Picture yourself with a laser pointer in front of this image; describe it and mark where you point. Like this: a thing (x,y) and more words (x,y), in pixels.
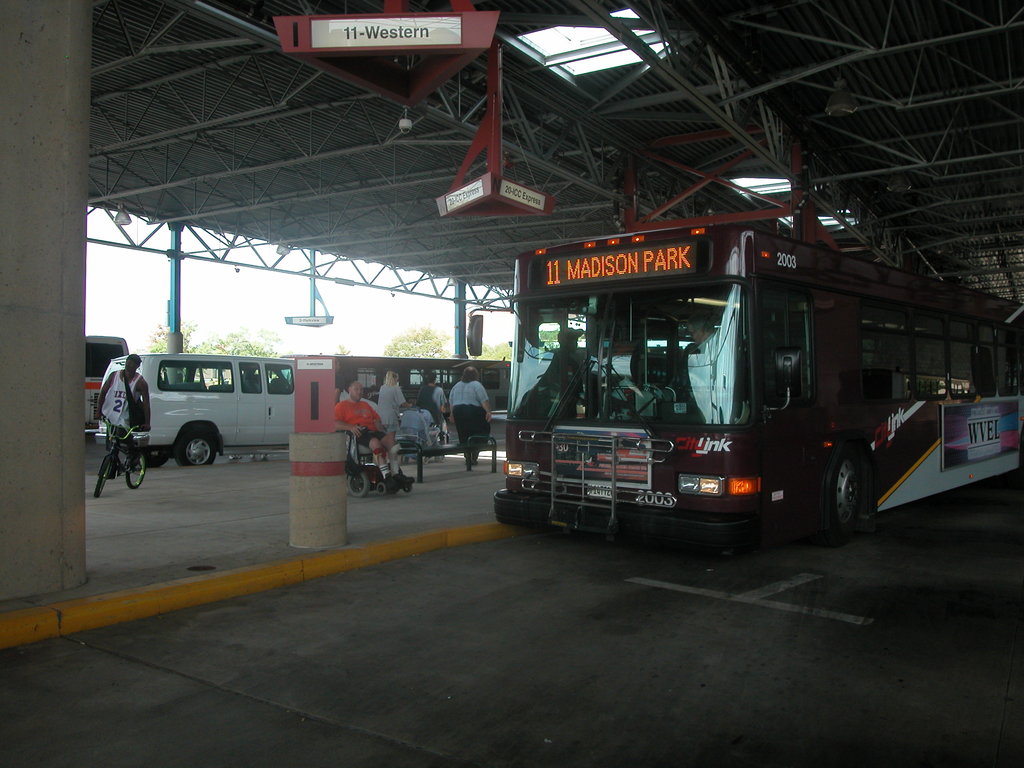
In this image few vehicles (563,320) are under the roof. A bus (685,463) is on the road (819,552). A person (368,428) is sitting on the wheelchair (366,472). Few persons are on the floor (428,469). Left side (122,464) there is a bicycle (107,468). Behind there is a person (113,386) standing. Behind the vehicles (412,361) there are few trees (436,346). Behind it there is sky (370,311). Few boards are attached to the roof (641,165).
